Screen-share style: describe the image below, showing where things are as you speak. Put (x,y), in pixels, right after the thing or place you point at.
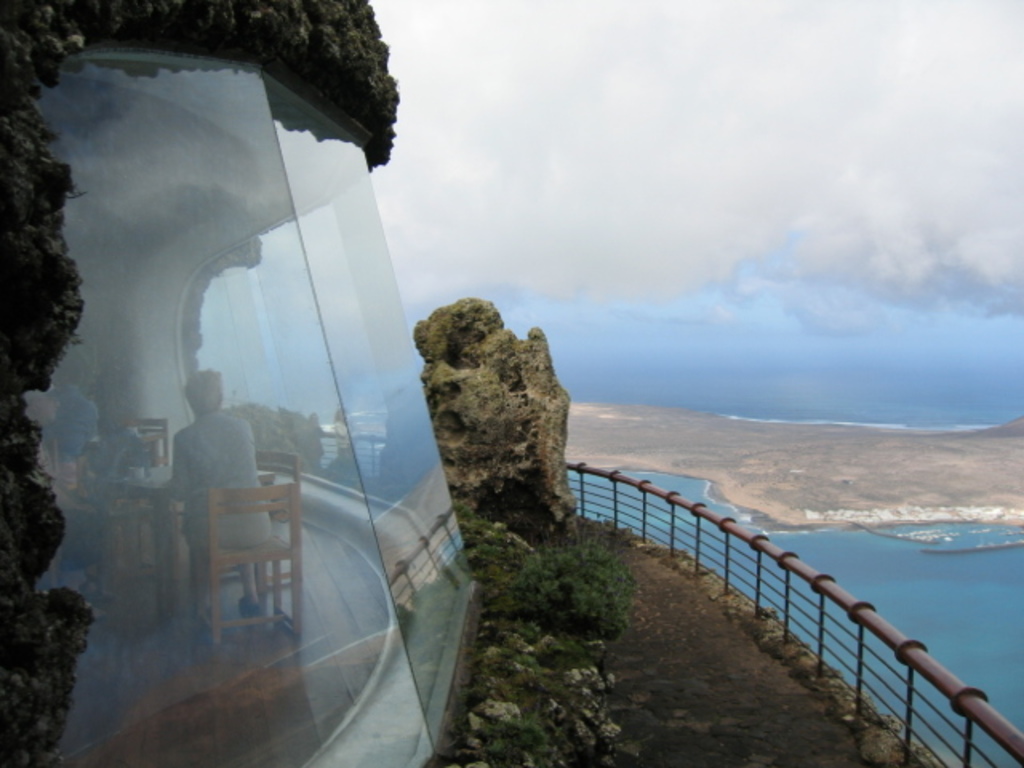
In the foreground of this image (176,382), there is a glass wall (207,376) and it seems like there is rock (253,21) at the top (141,15). inside the glass (294,481) there are people (85,407) sitting on the chairs (158,422) in front of tables (160,474) on which there are few objects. We can also see few plants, rock (530,474) and the railing (658,491). In the background (845,587) right, there is land (937,434) and water (851,375). At the top (856,98), there are clouds (786,98).
